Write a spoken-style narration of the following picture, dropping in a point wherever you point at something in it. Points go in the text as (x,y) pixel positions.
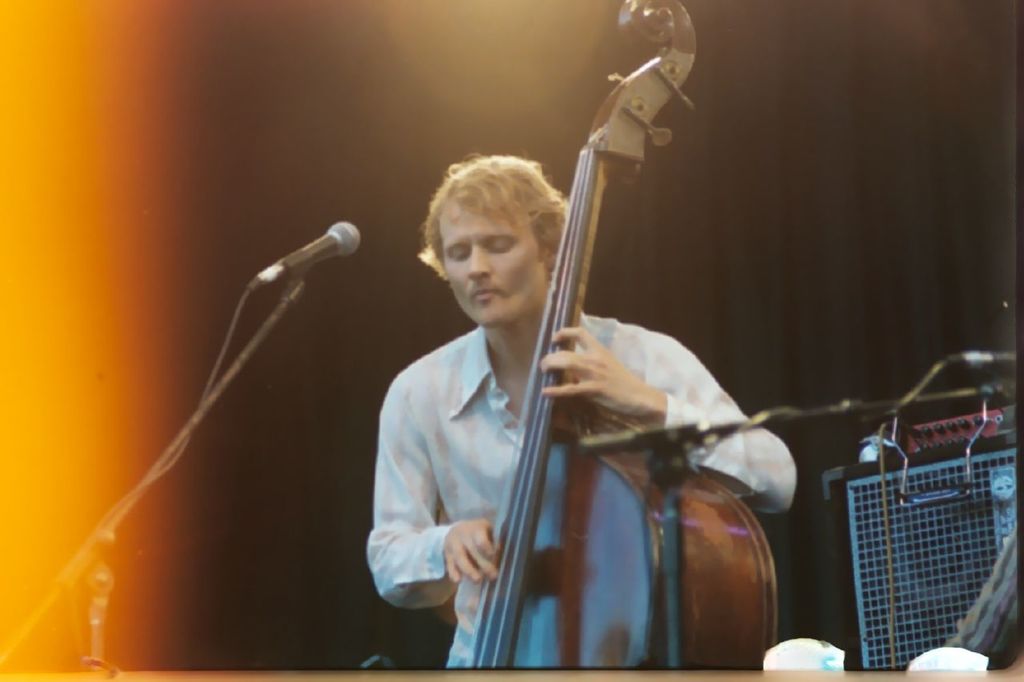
This picture shows a man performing with a double bass (682,38) and a microphone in front of him.
